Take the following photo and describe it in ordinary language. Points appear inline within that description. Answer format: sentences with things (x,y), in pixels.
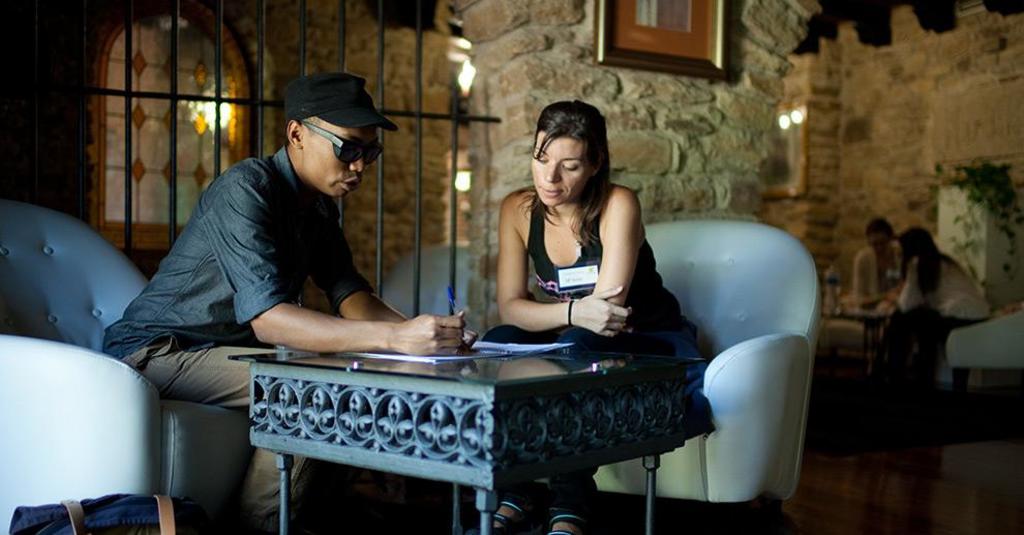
As we can see in the image there is a brick wall (876,108), few people (875,233) over here and there are chairs (726,373) and table (467,377). On table (442,367) there is a book (461,356).
